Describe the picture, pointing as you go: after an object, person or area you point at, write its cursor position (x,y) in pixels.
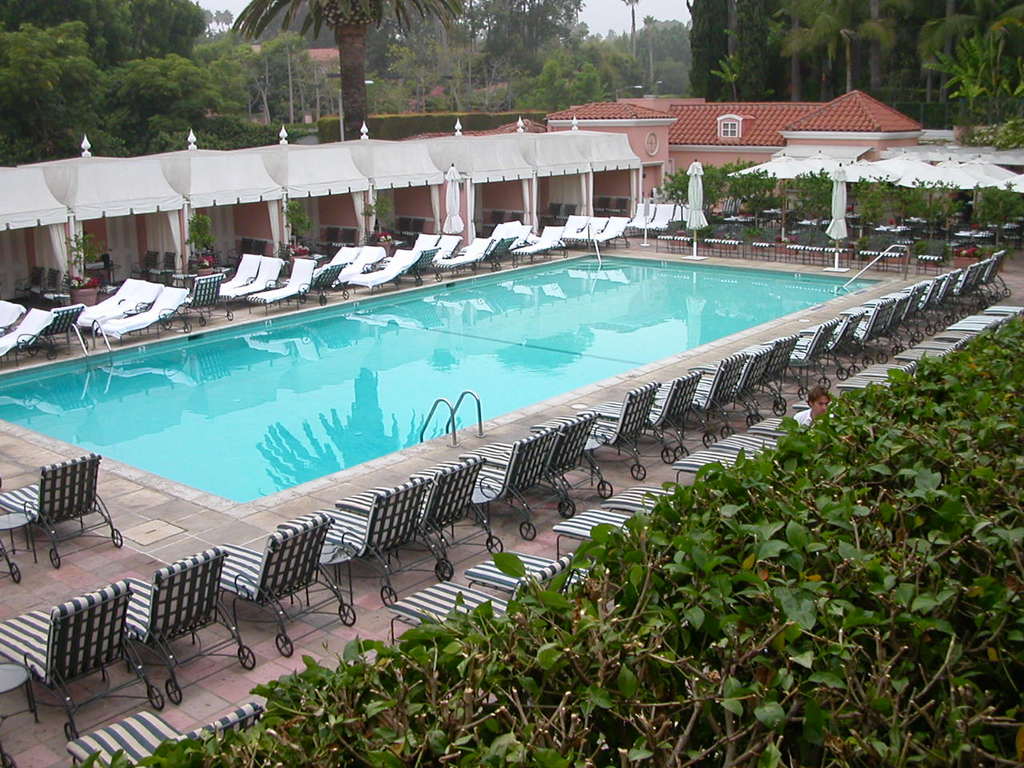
In this image I can see a swimming pool (354,401), around the pool (787,279) I can see chairs (15,491) and bushes (815,493) house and at the top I can see the sky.
